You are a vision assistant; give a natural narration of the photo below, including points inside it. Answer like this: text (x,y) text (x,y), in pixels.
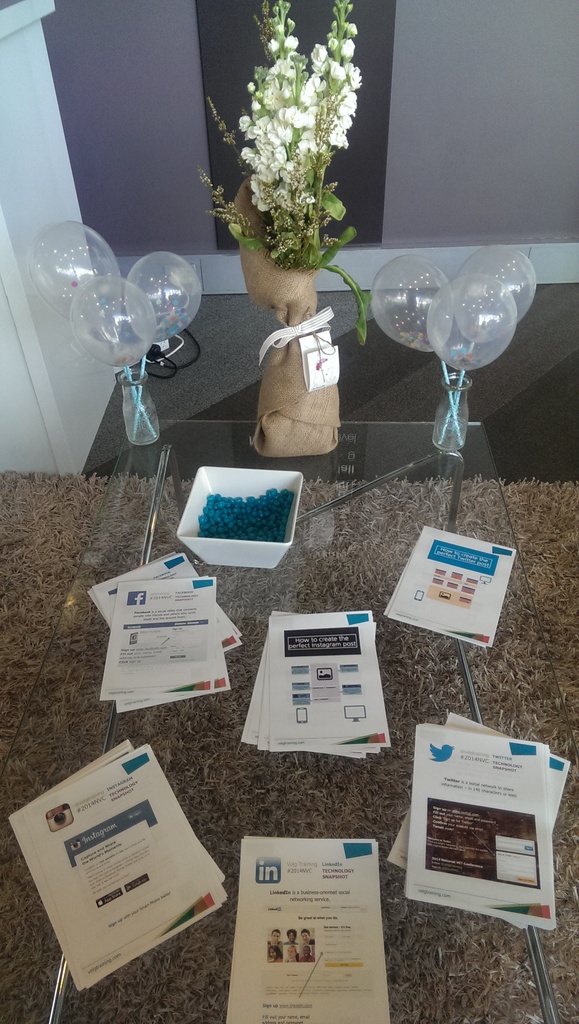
In this image we can see a table (289,584), on the table (242,780), we can see some papers (266,643), bowl (280,554) with some objects (280,514), balloons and some other objects (320,322), we can see a mat (85,533) and the wall (386,241).
